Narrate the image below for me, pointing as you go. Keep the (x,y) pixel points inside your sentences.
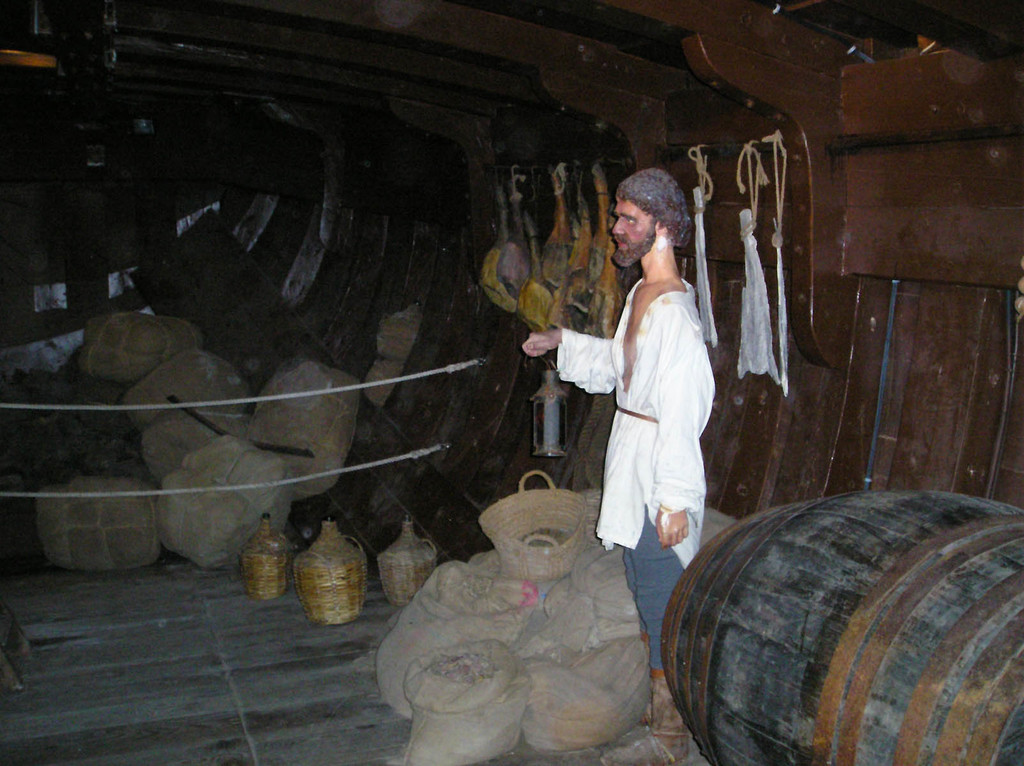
In this image I see a depiction of a man (649,453) who is holding a thing (549,384) in his hand (558,338) and I see few things (559,255) hanged over here and I see the wooden thing (861,604) over here and I see the floor (49,626) on which there are many things (275,573).
